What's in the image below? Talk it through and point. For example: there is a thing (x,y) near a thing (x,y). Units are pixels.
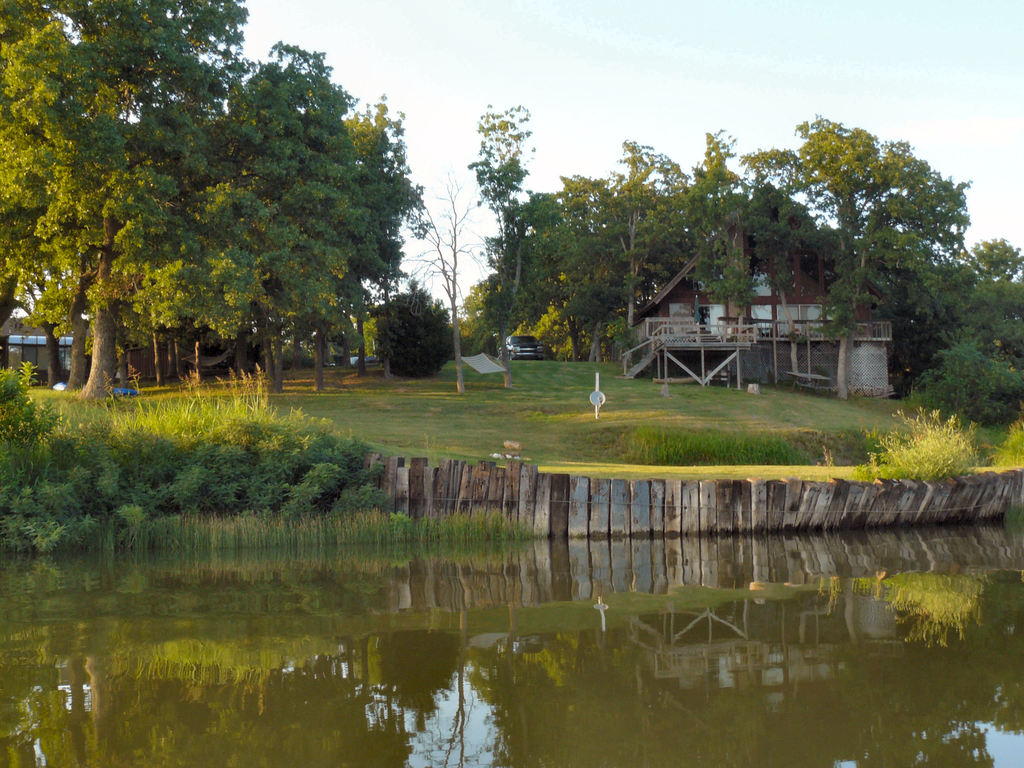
As we can see in the image there is water (404,663), plants (286,499), grass (859,422), house (717,375), stairs (635,374), trees (334,269) and car (527,338). At the top (591,21) there is sky (470,27).
